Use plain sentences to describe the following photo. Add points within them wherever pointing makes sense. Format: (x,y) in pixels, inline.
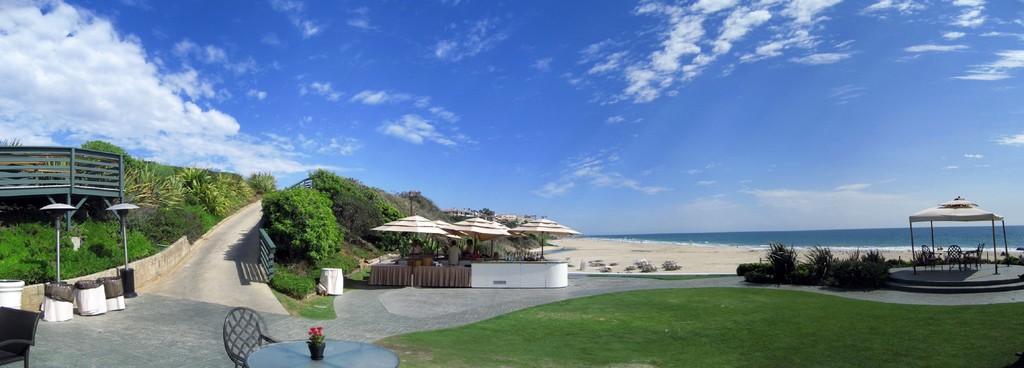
At the bottom of the image (27,323) we can see chairs (27,323), one table (270,348), plant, one plant pot (314,352) and flowers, which are in red color. In the background (375,86), we can see the sky (352,104), clouds (429,104), water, buildings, outdoor umbrellas (510,232), one shed (950,206), tables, one cloth (469,273), chairs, plants (325,258), poles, fences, dustbins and a few other objects (7,298).
